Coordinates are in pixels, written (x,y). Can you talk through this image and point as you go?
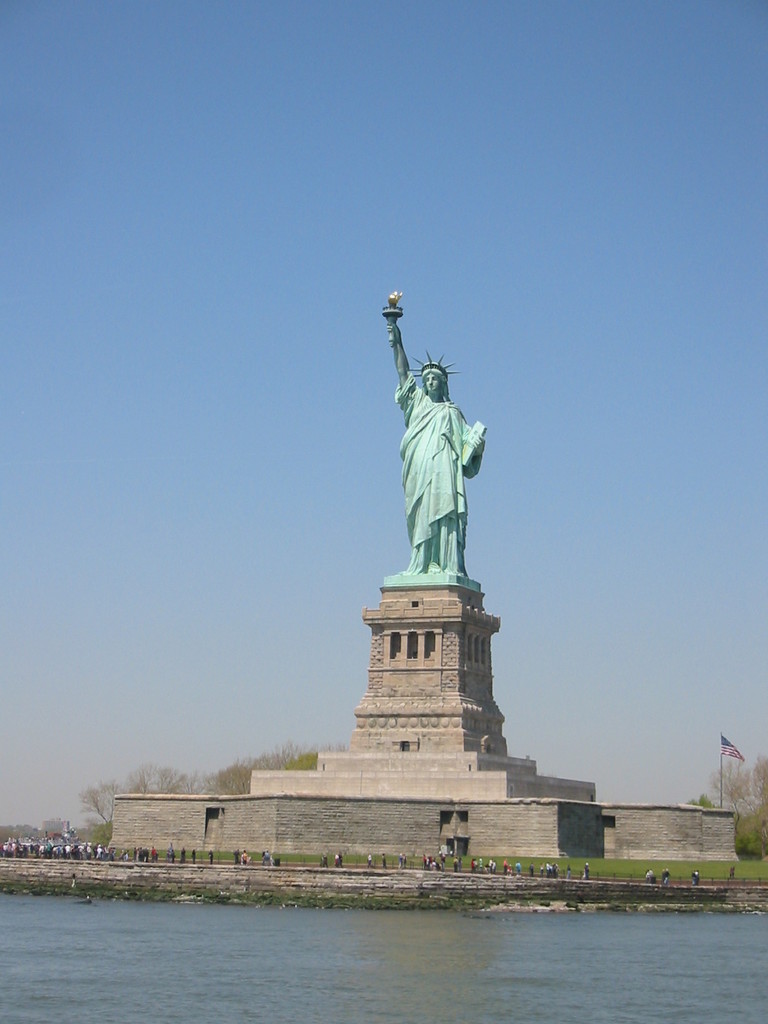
In this image there is a statue of liberty (434,536) and in front of the statue (449,533) there is a river (457,965) and at the center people (81,851) are standing on surface (634,870) of the grass (620,870). At the back side (594,718) there are trees (225,771) and sky (184,542).
